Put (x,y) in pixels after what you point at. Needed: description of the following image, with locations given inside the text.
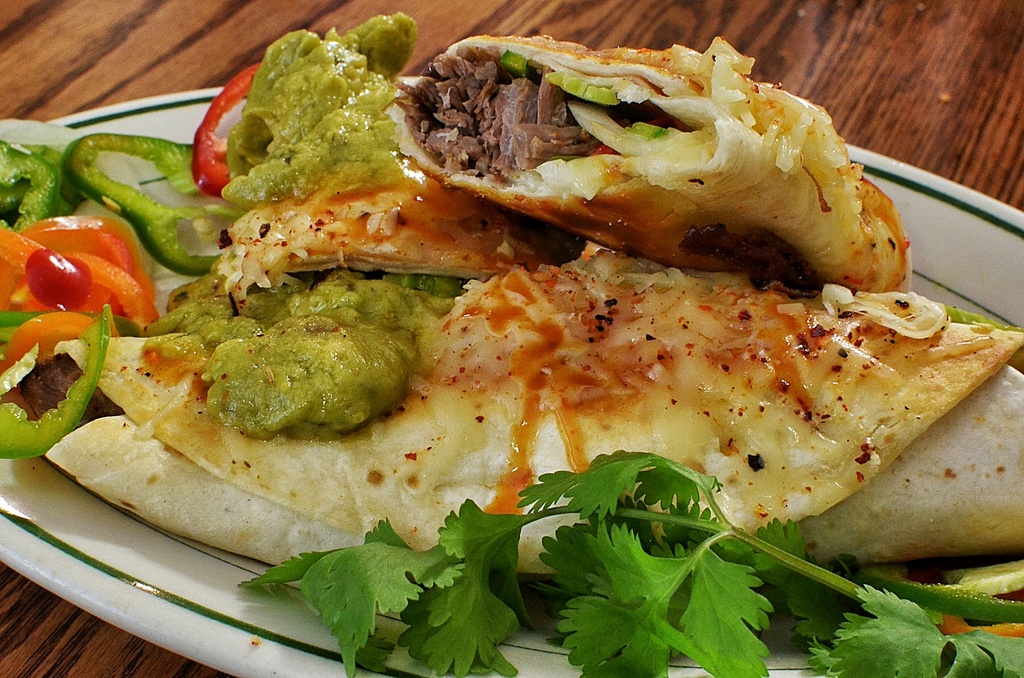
In this image there is a table (56,658) with a plate (939,210) on it and on the plate (66,580) there are a few coriander leaves (622,571), two wraps (631,319), sauce (340,290), capsicum slices (100,200) and tomato (42,270).
